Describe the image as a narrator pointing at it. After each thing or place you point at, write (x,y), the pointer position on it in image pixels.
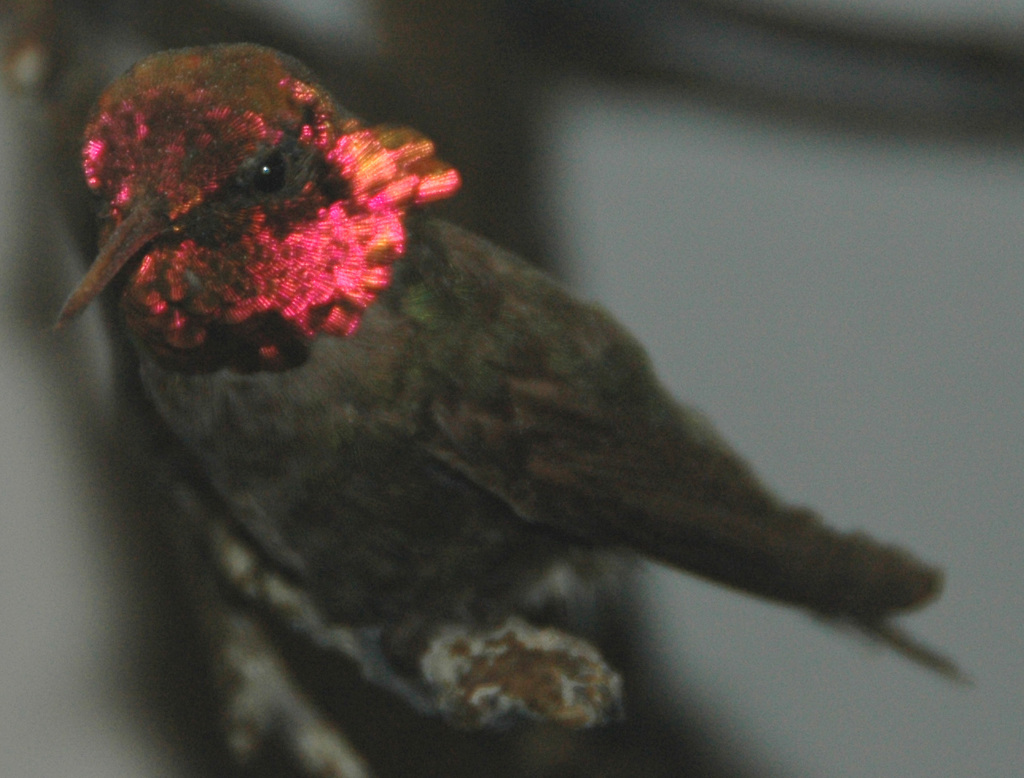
In this picture we can see a bird (479,457) on a stem (508,625). The picture is blurred.
